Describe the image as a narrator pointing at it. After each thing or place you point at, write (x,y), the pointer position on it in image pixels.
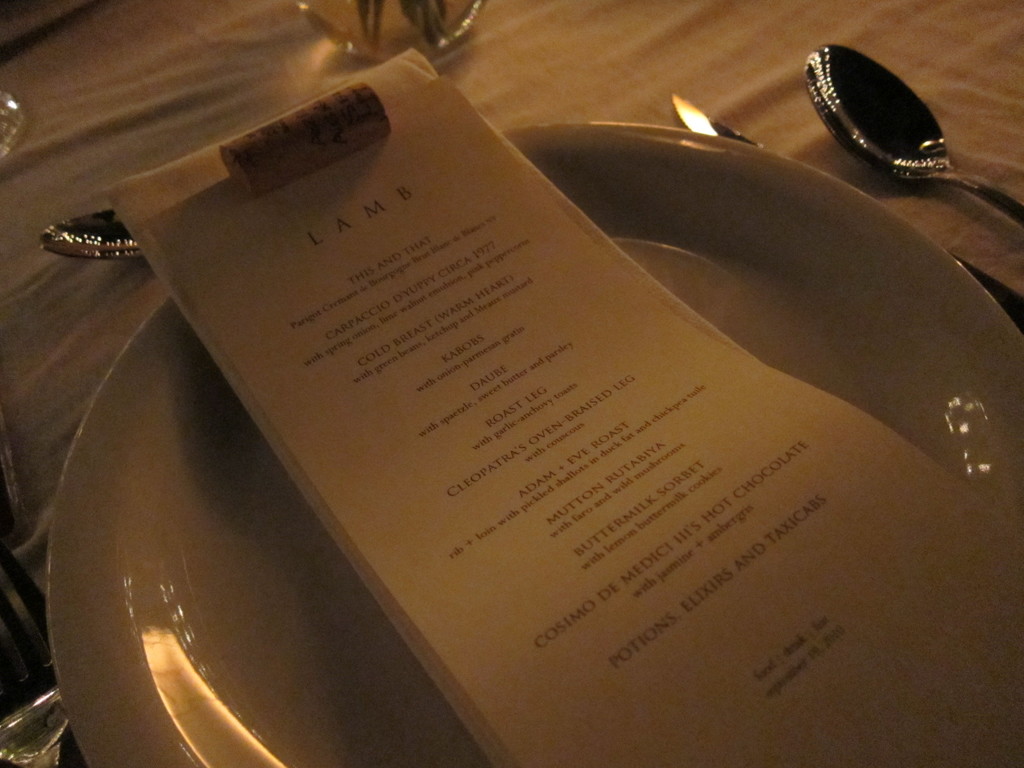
There are papers (456,327) on the plate (824,353) in the center of the image (536,359) and spoons (906,168) and other objects (356,29) at the top side (888,156).
